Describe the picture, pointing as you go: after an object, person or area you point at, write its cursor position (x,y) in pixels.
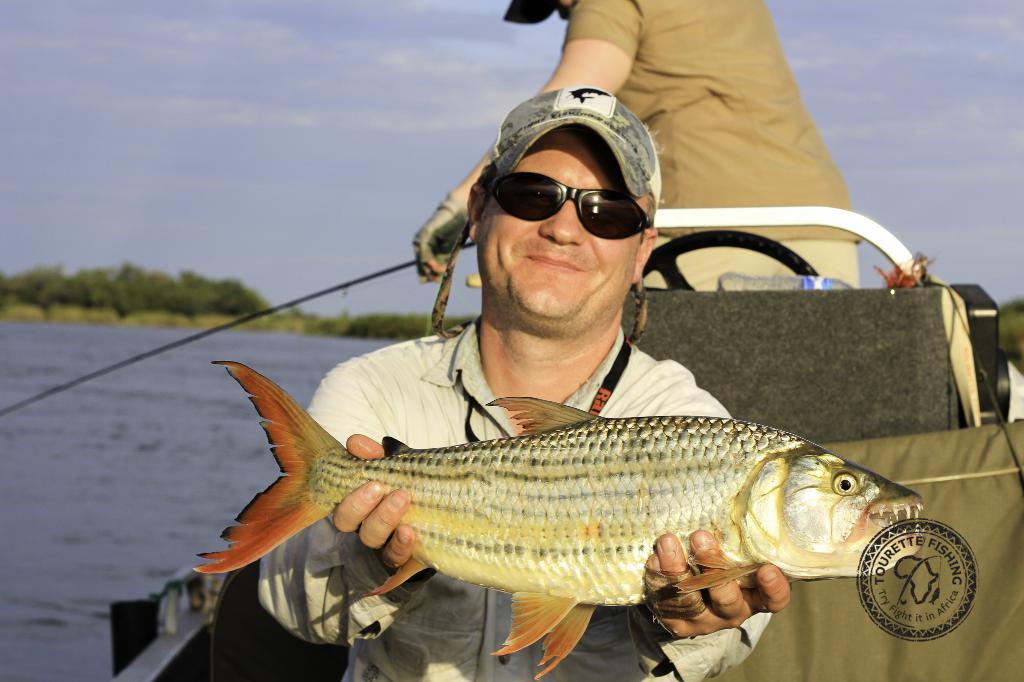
In this image we can see men (623,213) standing in the boat (183,631) and one of them is holding a fish (512,498) in both the hands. In the background (116,482) there are water (128,399), trees (406,338) and sky (464,84) with clouds (1011,134).
